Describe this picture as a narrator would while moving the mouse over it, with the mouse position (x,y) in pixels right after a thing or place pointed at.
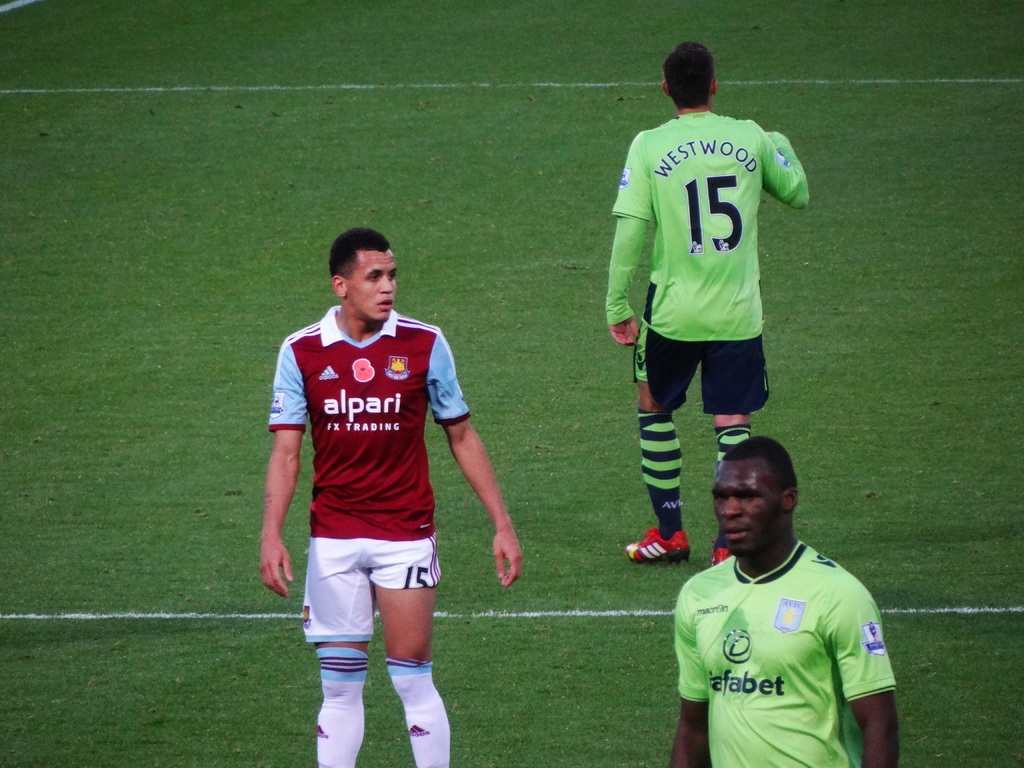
In this picture we can see a group of people (618,316) standing on the ground (990,607).
